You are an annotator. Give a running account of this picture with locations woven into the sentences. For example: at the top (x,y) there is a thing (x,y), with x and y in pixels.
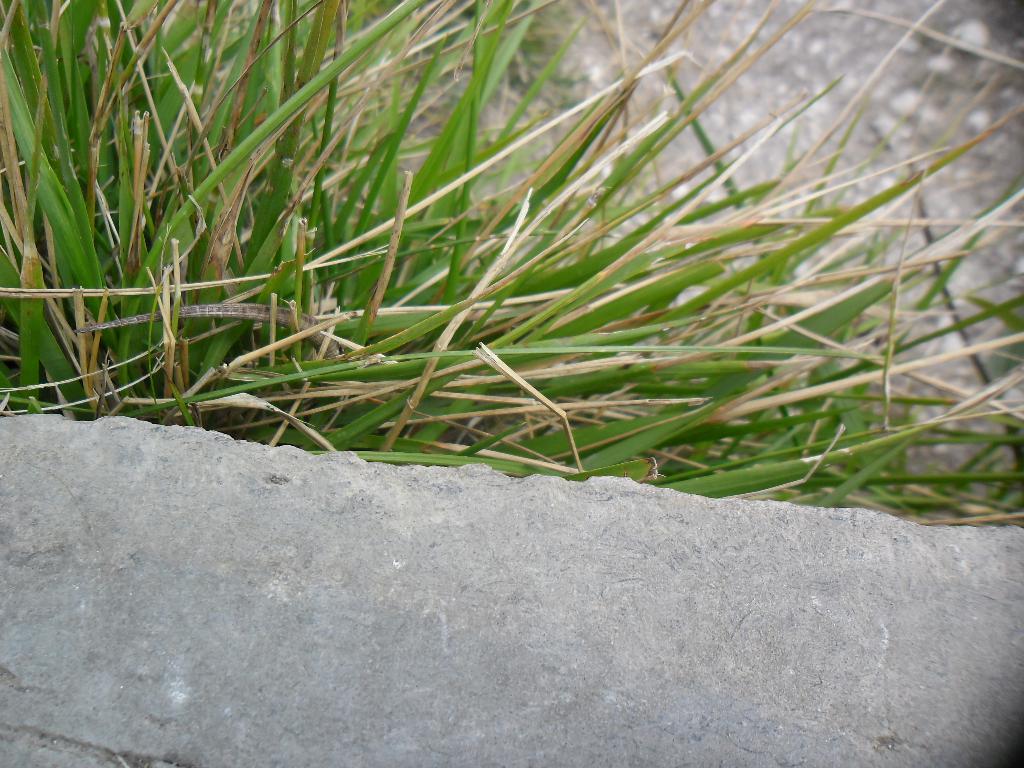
In the picture I can see the grass (406,296) and some other objects (567,524). The background of the image (923,76) is blurred.
